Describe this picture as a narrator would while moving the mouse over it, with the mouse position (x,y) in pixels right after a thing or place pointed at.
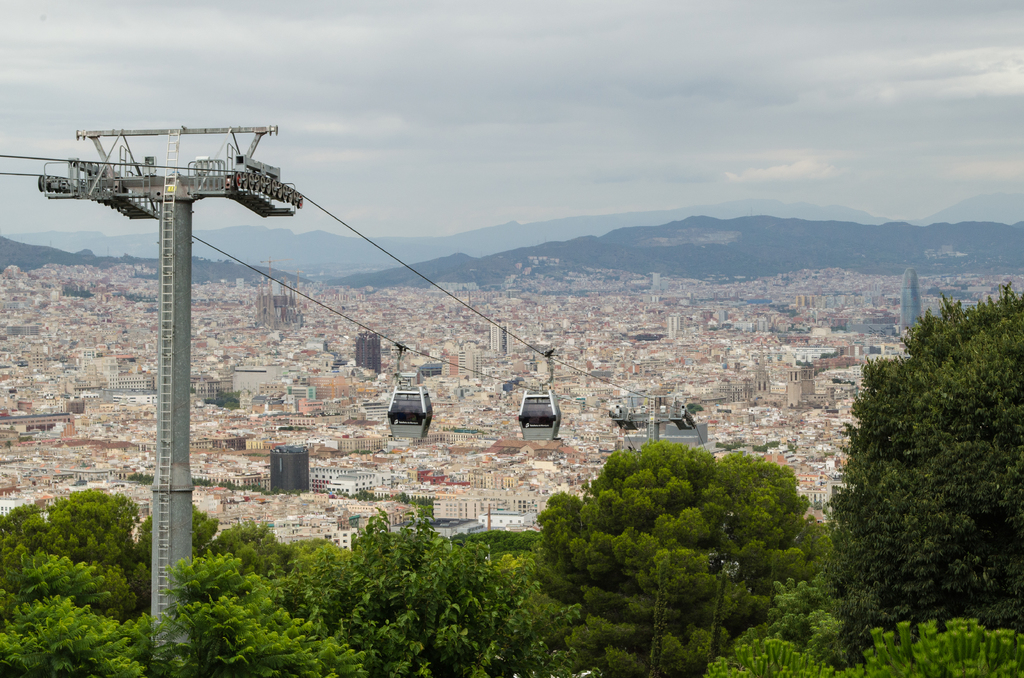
In this picture I can see ropeway trolleys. I can see trees (463,547). I can see a number of buildings (459,417). I can see the tower buildings (368,356). I can see hills (537,226). I can see clouds (535,125) in the sky (535,125).
